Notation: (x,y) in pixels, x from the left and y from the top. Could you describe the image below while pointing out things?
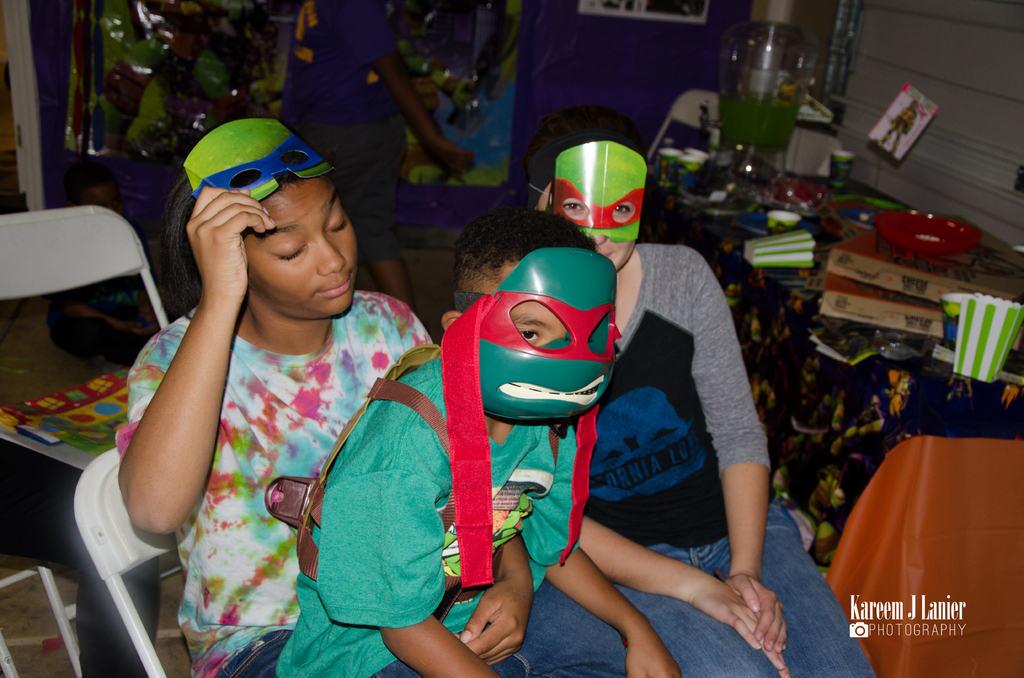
In this image three people (459,421) were sitting on the chair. At the right side of the image (847,413) there is a table (895,412) and on top of it there is a water bottle (774,87), plate (922,243) and few other objects (866,287). Beside the table (706,183) there is a chair (705,96) and at the background (168,107) there is a banner (507,47).
